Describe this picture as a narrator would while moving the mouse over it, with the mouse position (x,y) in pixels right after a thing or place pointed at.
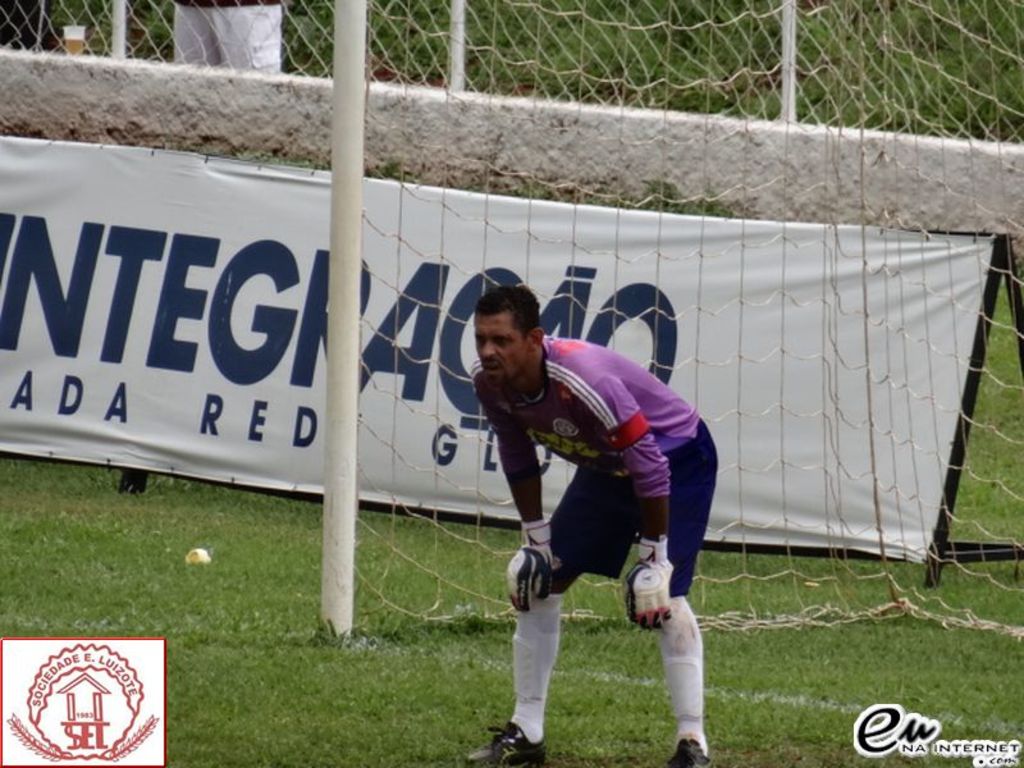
In the picture we can see a man (538,489) standing and bending on the grass surface (980,672), behind him we can see a net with a pole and behind it we can see the banner (225,435) near the wall (222,107).
